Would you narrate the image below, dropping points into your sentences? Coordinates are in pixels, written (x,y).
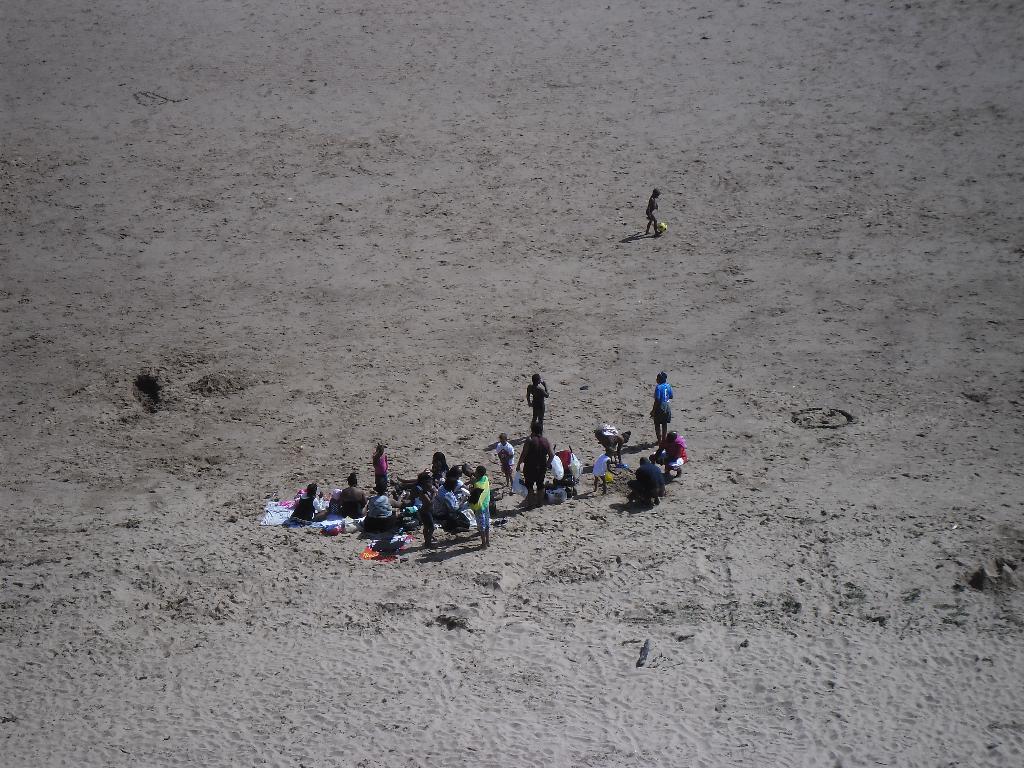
In this image, we can see a group of people (534,379) on the sand (479,418). Few are sitting. Here we can see few people (501,442) are standing. In this image, we can see few things (565,493) and objects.
